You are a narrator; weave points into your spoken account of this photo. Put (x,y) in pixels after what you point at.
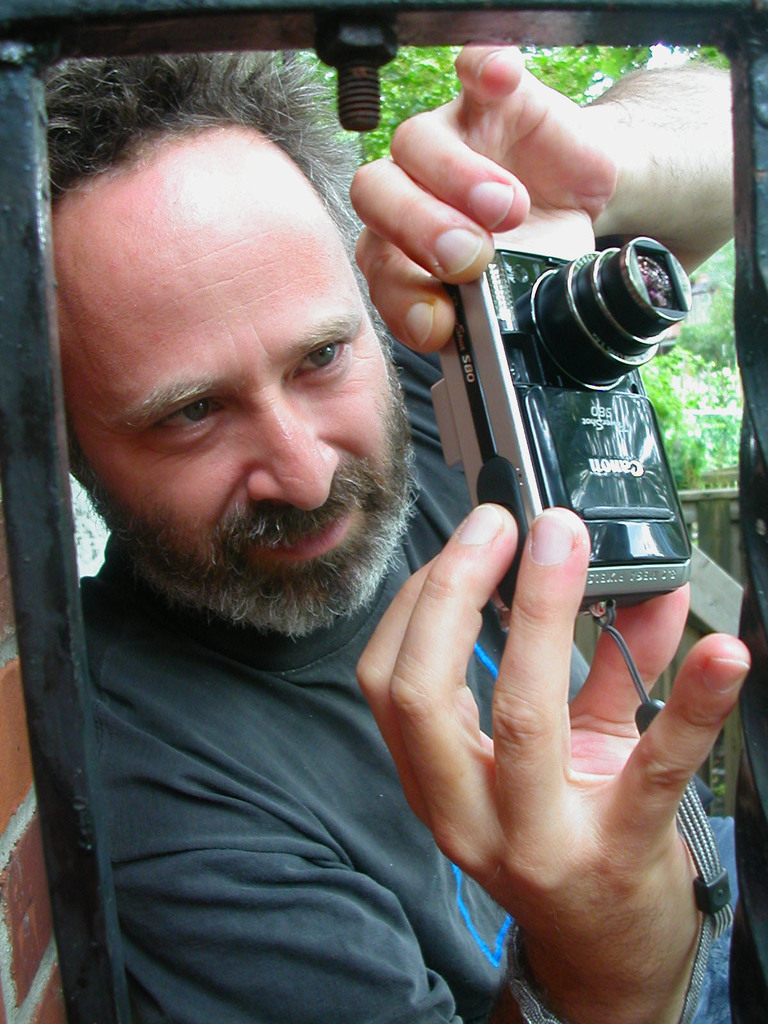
A man (450,694) is capturing photo behind him there are trees (725,402).
